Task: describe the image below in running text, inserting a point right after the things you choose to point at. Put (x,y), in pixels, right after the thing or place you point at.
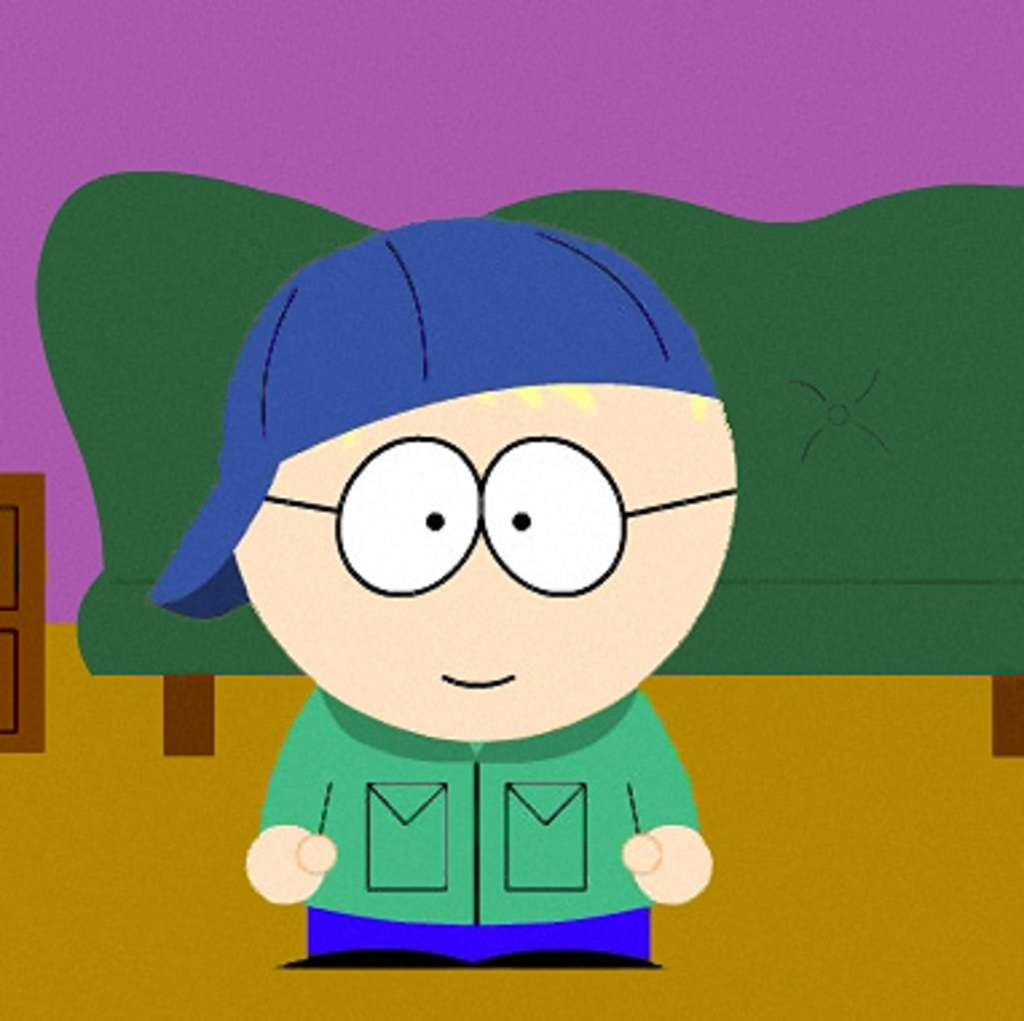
This is an animation image. At the bottom of the image (764,706) there is a yellow surface (263,915). On the surface (92,778) there is a boy (475,732) with green shirt (445,788) and blue cap (402,403). Behind him there is a green sofa (875,590). Behind the sofa (178,198) there is a pink wall (182,66).
